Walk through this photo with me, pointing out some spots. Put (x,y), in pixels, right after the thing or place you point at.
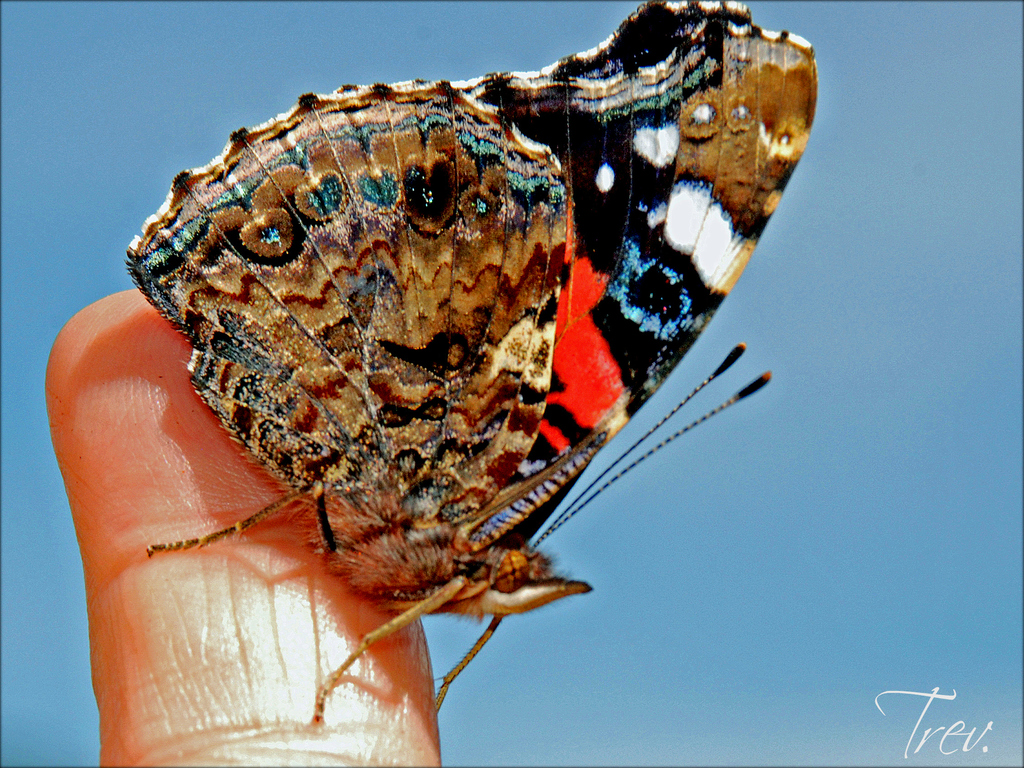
This image is an edited image. This image is taken outdoors. In the background (779,481) there is the sky (774,482). In the middle of the image (439,386) there is a finger (241,625) of a person (241,514) and there is a butterfly (417,231) on the finger (191,409).
